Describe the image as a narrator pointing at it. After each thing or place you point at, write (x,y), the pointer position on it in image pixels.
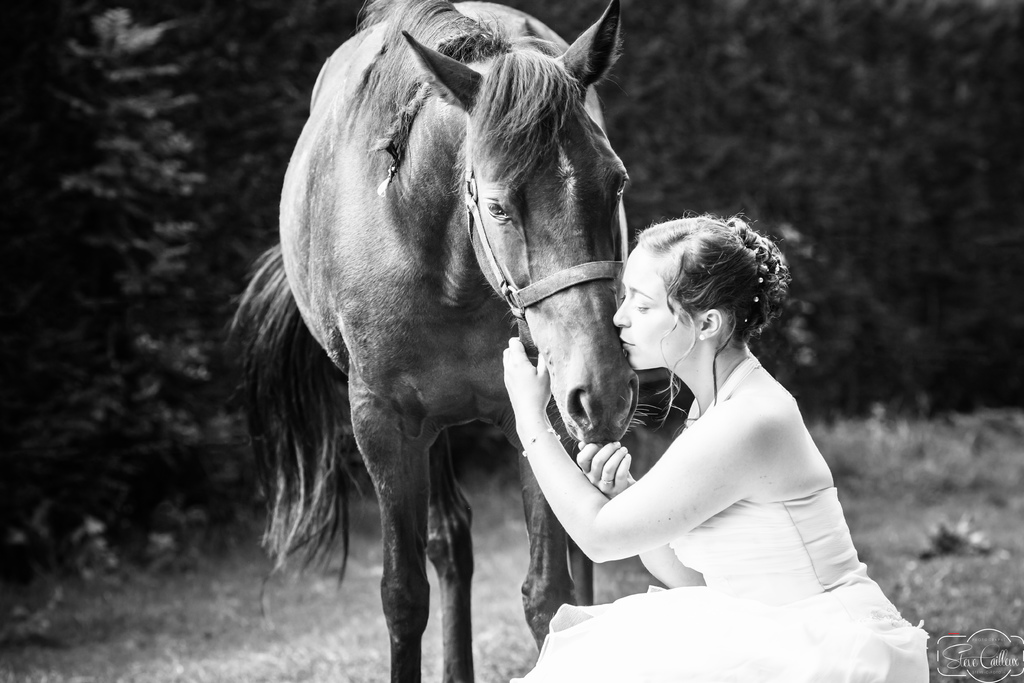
A woman (762,470) is kissing a horse (628,404).
